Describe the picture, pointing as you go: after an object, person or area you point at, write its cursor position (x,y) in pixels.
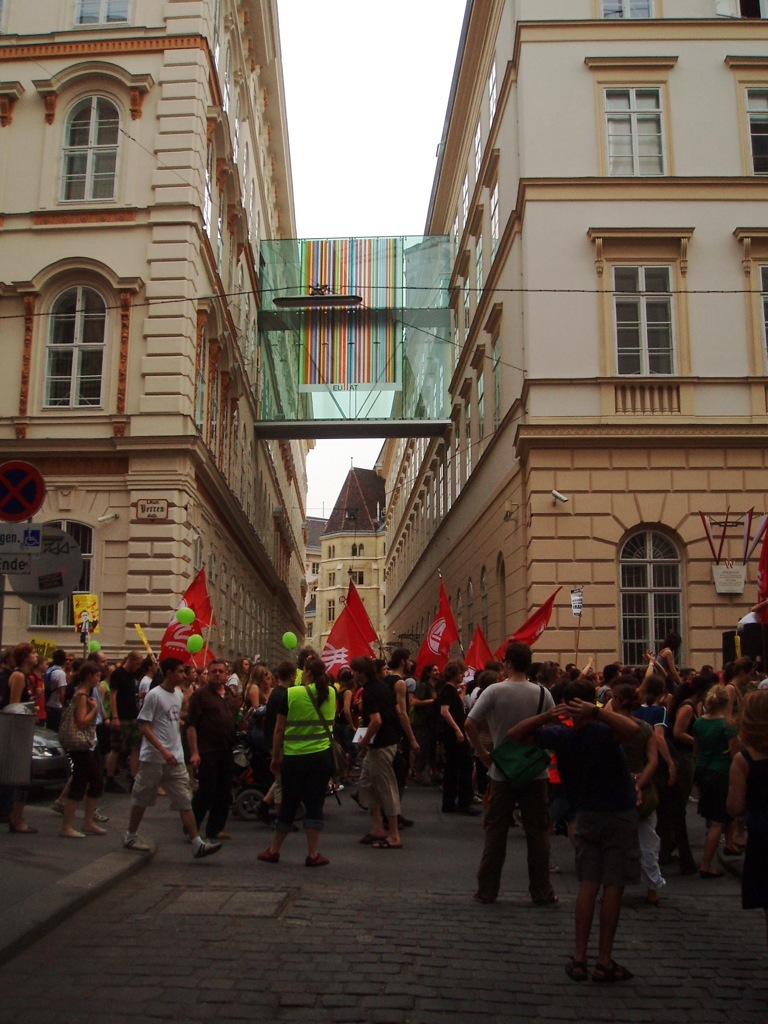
At the bottom of this image (634,754), there are persons (34,686) and a vehicle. Some of them are holding red color flags (441,618). In the background (145,604), there are buildings (127,145), which are having windows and there are clouds (354,93) in the sky (349,87).
